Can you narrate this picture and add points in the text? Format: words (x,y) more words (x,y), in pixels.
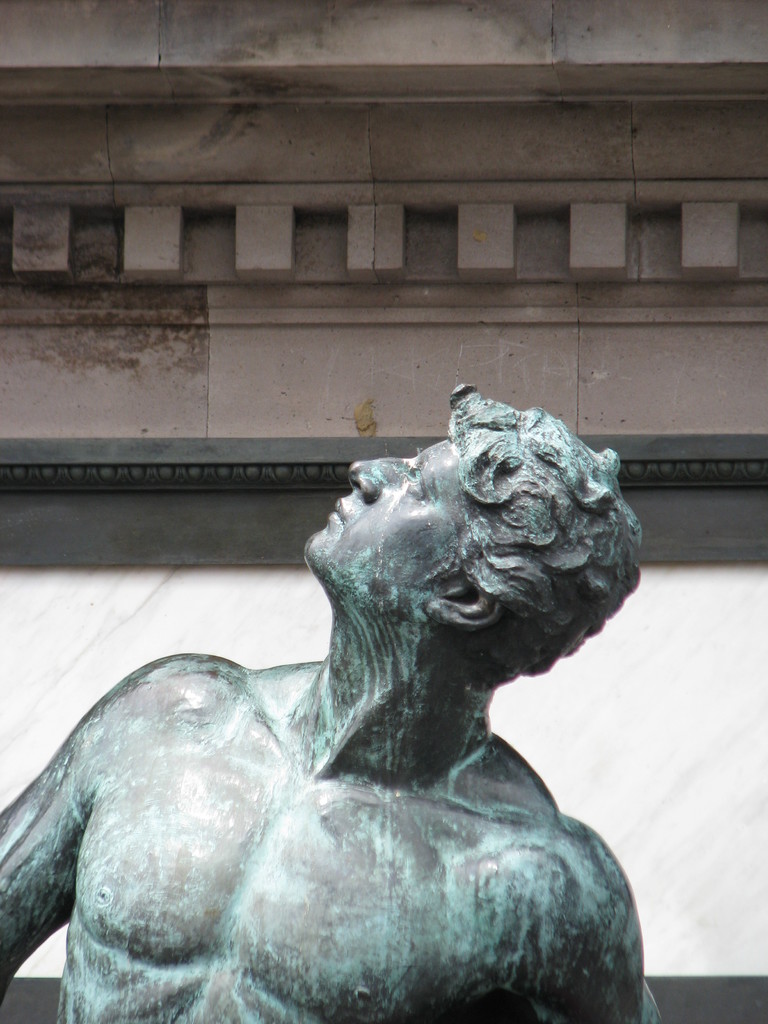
There is a statue (265,709). In the back (262,361) there's a wall (235,270).
